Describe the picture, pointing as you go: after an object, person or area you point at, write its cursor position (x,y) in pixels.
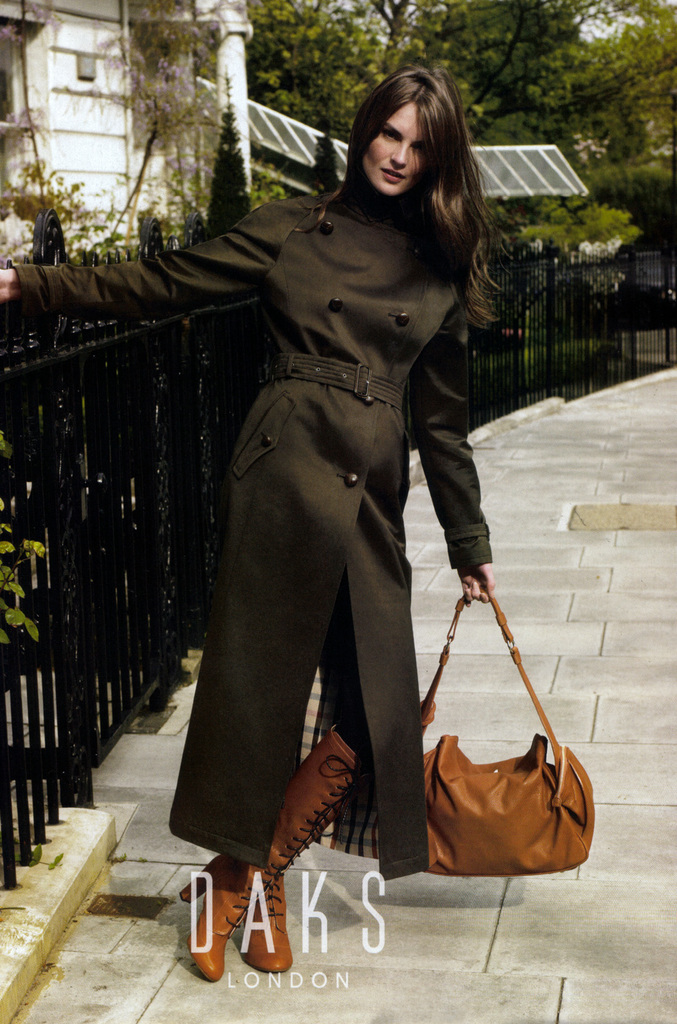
a person (330,615) is standing wearing brown boots (322,818), holding a brown bag (510,829). left to her there is fencing (112,479), building (220,31) and trees (604,46) at the back (617,53).
